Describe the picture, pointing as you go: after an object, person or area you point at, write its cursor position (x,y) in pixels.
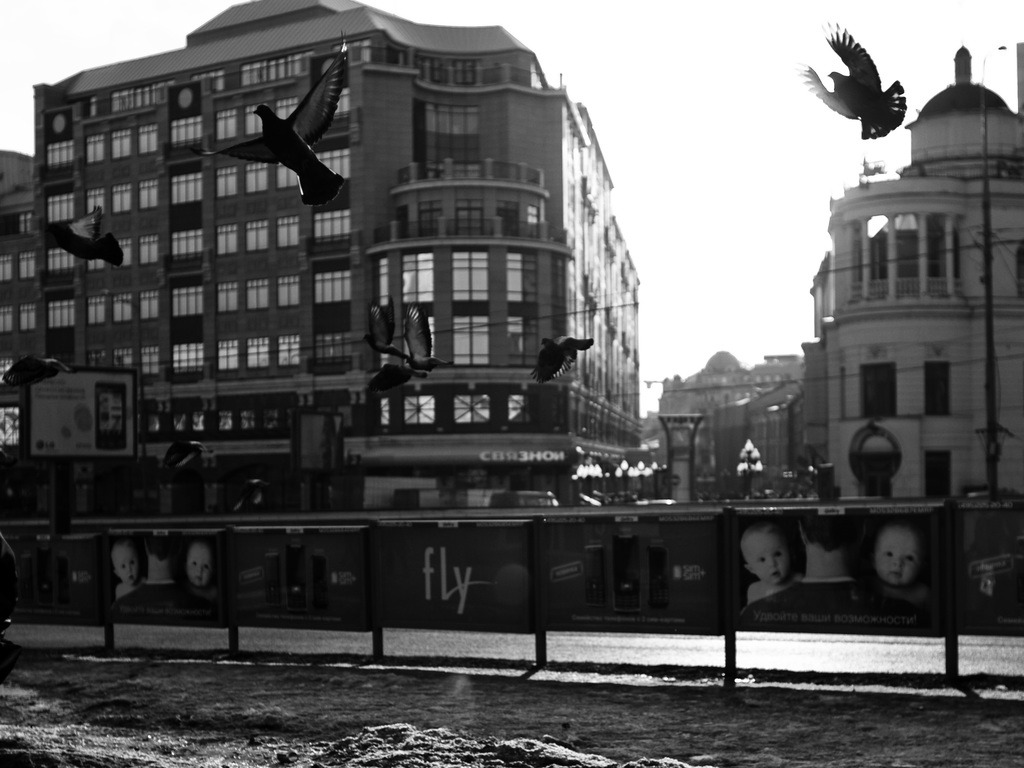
We can see road (354,647) and hoardings (706,600). There are birds (882,119) flying in the air (840,1). In the background (882,339) we can see buildings (626,307), pole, wires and sky (690,107).
